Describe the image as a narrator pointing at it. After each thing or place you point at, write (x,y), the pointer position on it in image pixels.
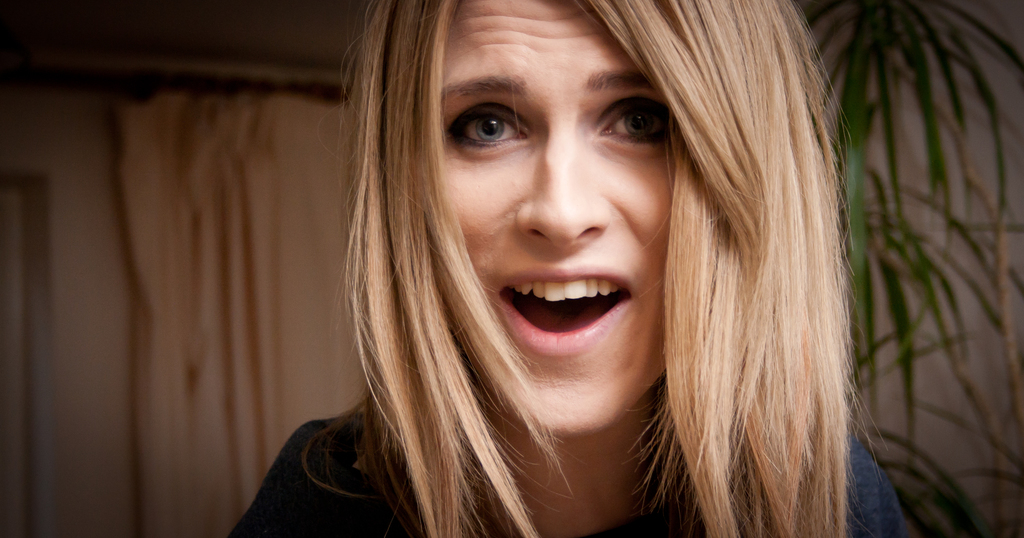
Background (321,307) portion of the picture is blurry and we can see a curtain (261,318), plant (908,211). This picture is mainly highlighted with a woman (390,124).
